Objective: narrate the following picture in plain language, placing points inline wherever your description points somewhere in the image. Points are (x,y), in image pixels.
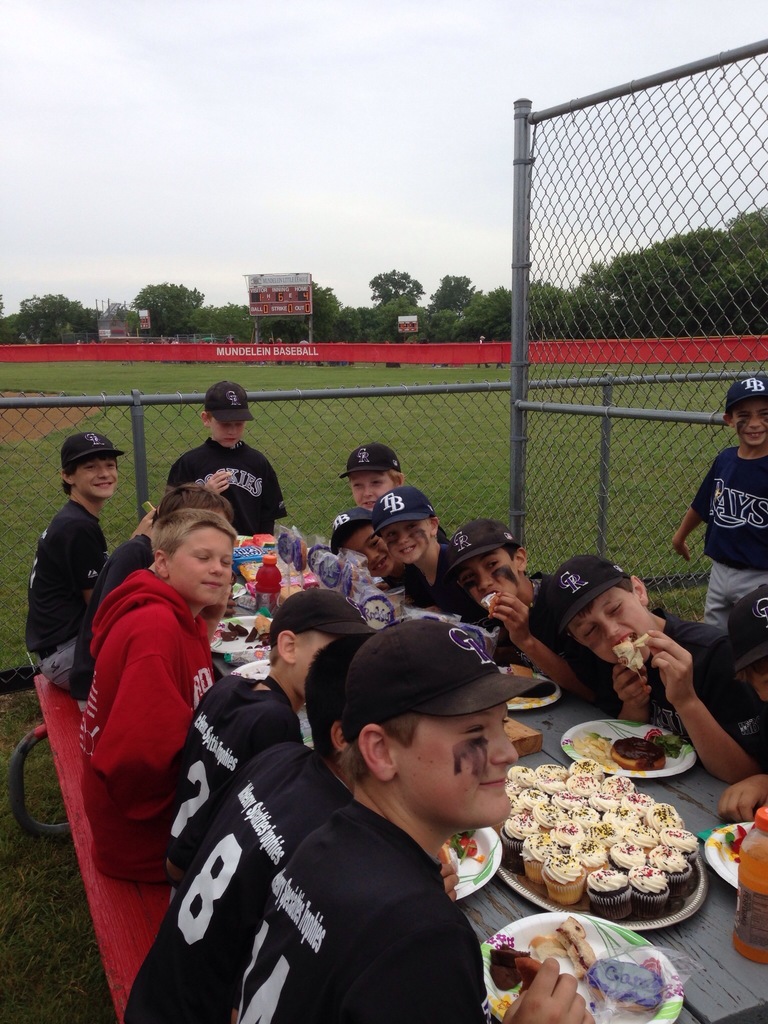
In this picture there are boys (351,677) those who are sitting around the dining table (706,959), there are plates (726,845) and cupcakes (538,860) on the table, there is a boundary (335,410) in the center of the image (285,406) and there are trees (455,312) in the background area of the image (150,324).
